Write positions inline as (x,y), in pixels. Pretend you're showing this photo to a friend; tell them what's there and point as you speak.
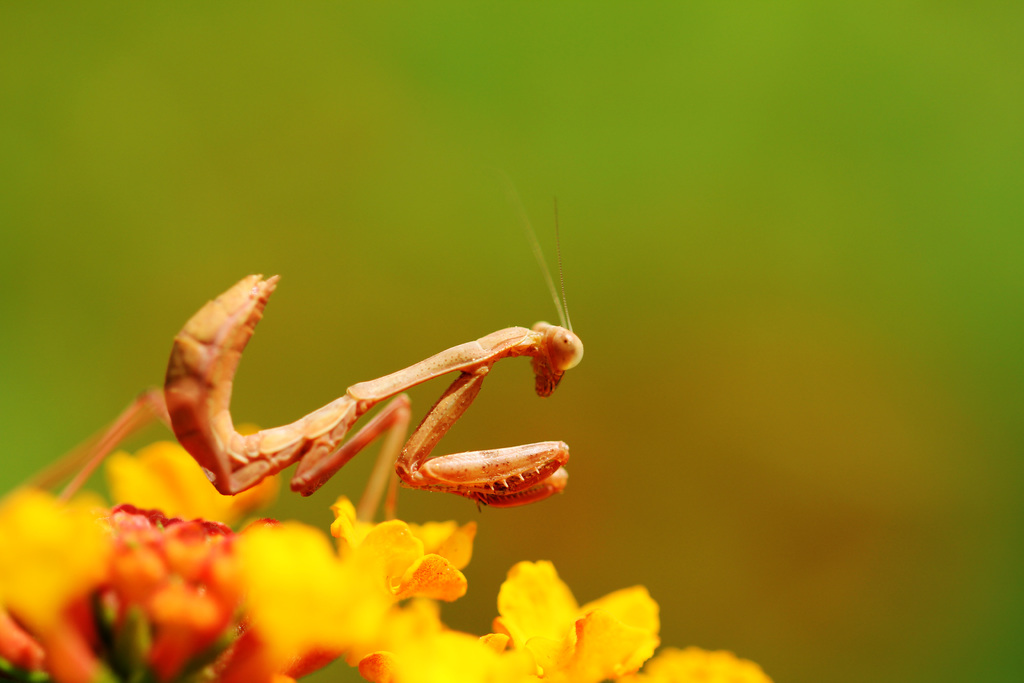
In this image, we can see an insect (440,470) and flowers (360,597). Background (14,371) there is a blur view.
